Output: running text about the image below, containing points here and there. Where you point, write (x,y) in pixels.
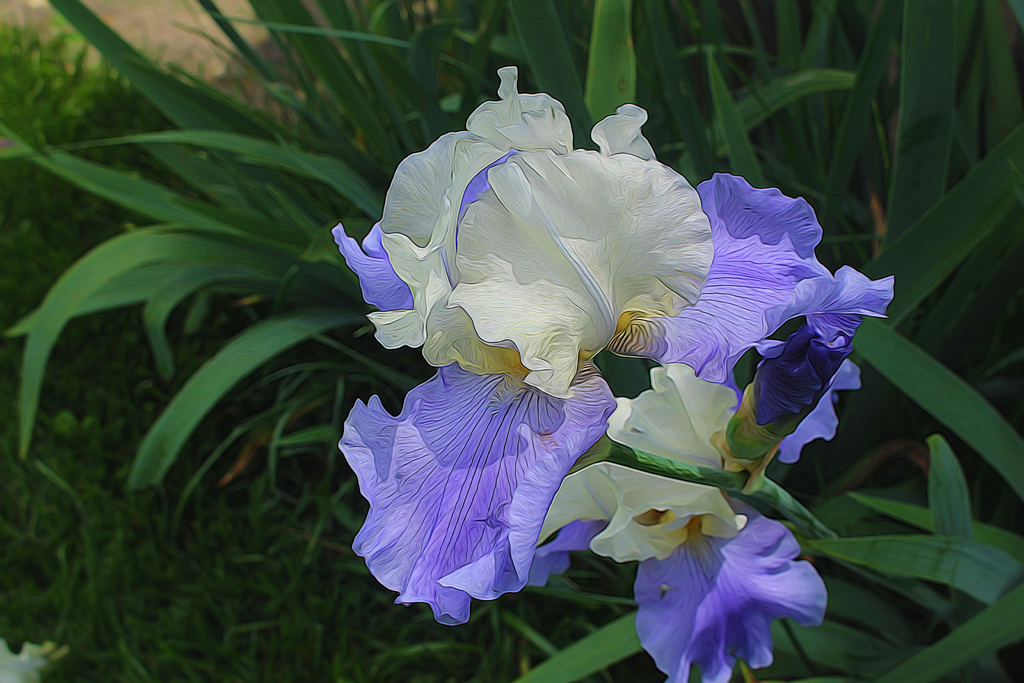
This image consists of grass (23,248) and plants (304,272). There is a flower (495,320) in the middle (624,233). It is in purple and white color.
